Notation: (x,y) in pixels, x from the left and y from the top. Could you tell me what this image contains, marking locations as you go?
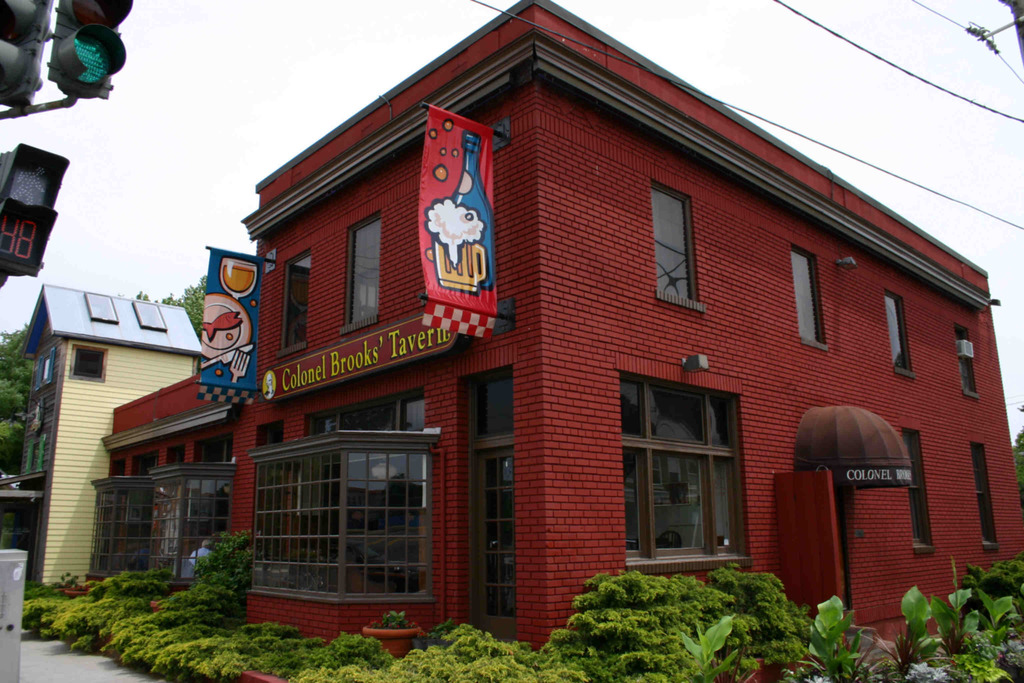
In the center of the image (507,407) there are buildings (488,346) and we can see banners (214,278). On the left (15,227) there is a traffic light (45,212). At the bottom (101,613) there are bushes (834,656). At the top (896,86) there are wires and sky (485,23).
